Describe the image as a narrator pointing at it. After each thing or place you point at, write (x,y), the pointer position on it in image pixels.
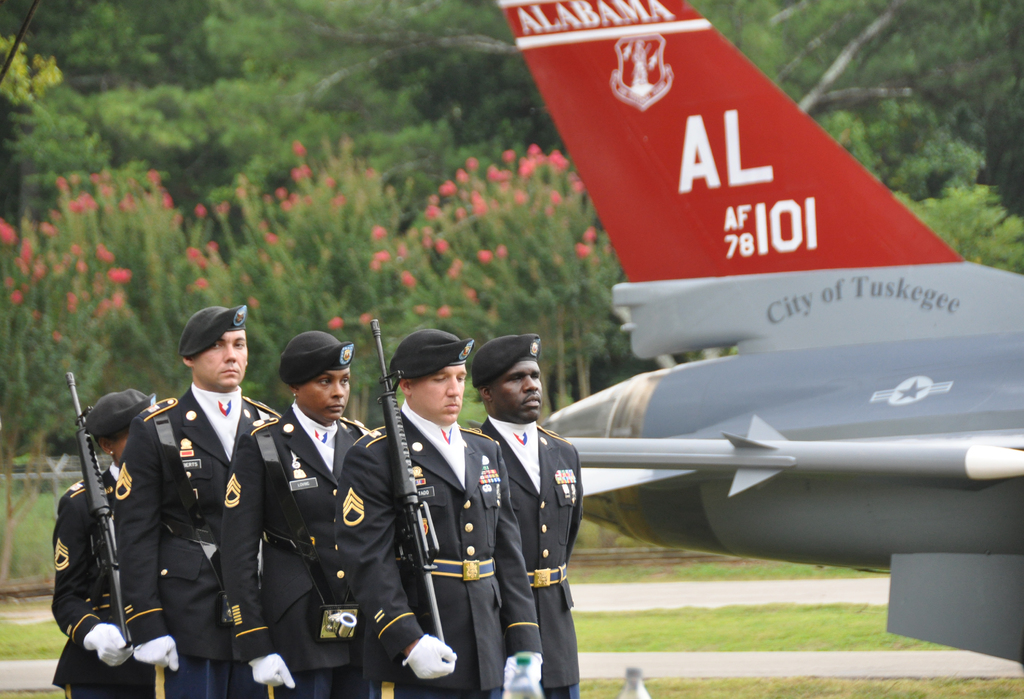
This image consists of five persons (335,473) wearing black dresses (514,527) and black caps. Two persons (69,507) are holding the guns (98,515). At the bottom (703,649), there is green grass (791,638) on the ground (741,677). On the right (766,379), we can see an aircraft (761,452). In the background (52,142), there are plants (921,199) and trees (992,118) along with flowers (82,268).
